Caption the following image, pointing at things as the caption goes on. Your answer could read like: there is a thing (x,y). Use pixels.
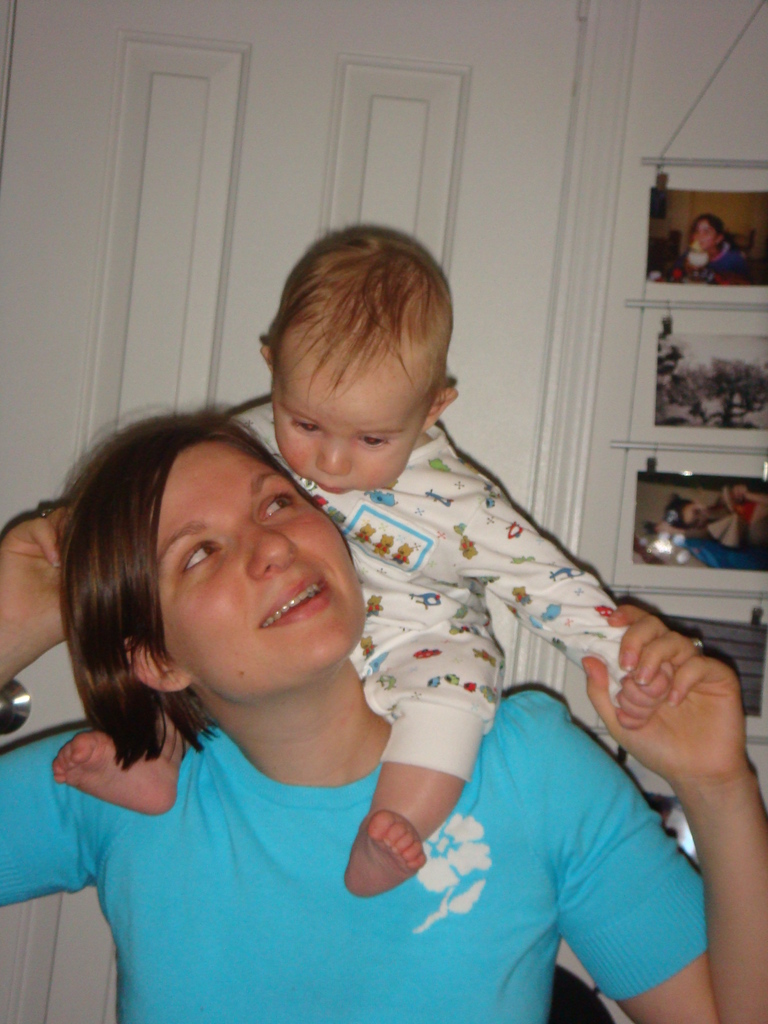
In this picture we can see a woman (197,792) holding a baby (286,356). In the background (679,48) we can see photos (731,661) on the wall (730,77) and white door (430,48).
